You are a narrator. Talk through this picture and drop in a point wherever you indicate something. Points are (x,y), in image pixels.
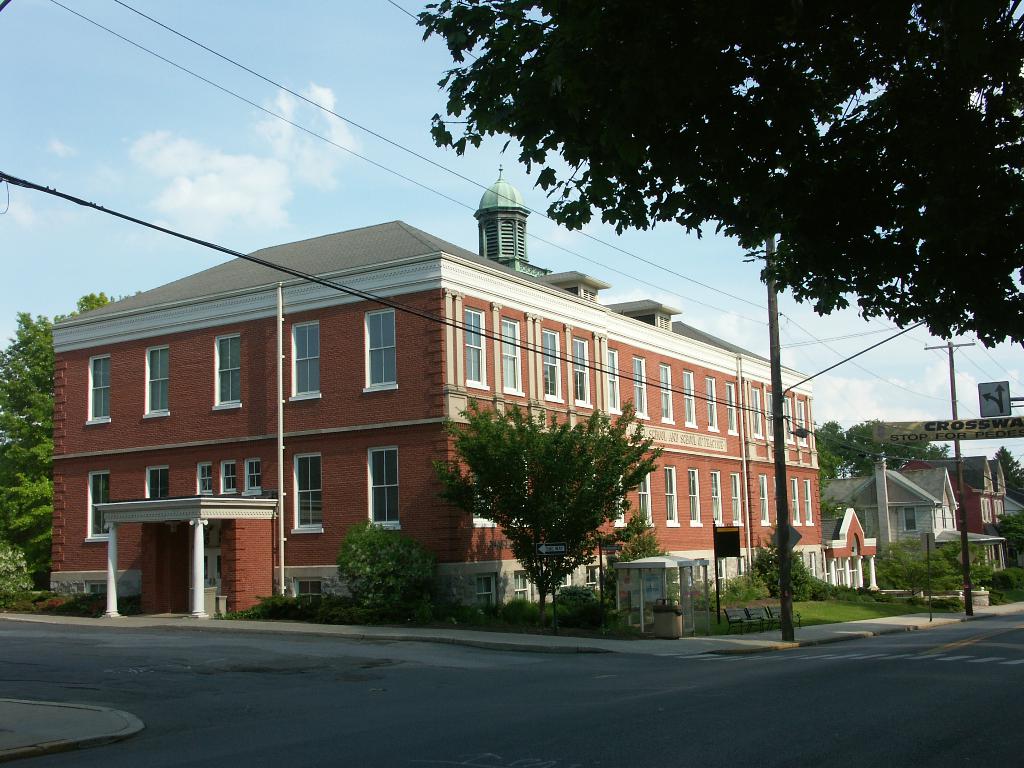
This picture is clicked outside. In the foreground (315,682) we can see the concrete road (865,684). In the center (665,457) we can see the benches (777,612), green grass (831,606), plants (21,597), trees (32,527), buildings (732,422), poles (777,421), cables (860,455), text (916,437) on the board (946,435) and the pillars (196,531). In the background (98,80) we can see the sky (327,150) and a tower (512,213) with a dome (485,197).
